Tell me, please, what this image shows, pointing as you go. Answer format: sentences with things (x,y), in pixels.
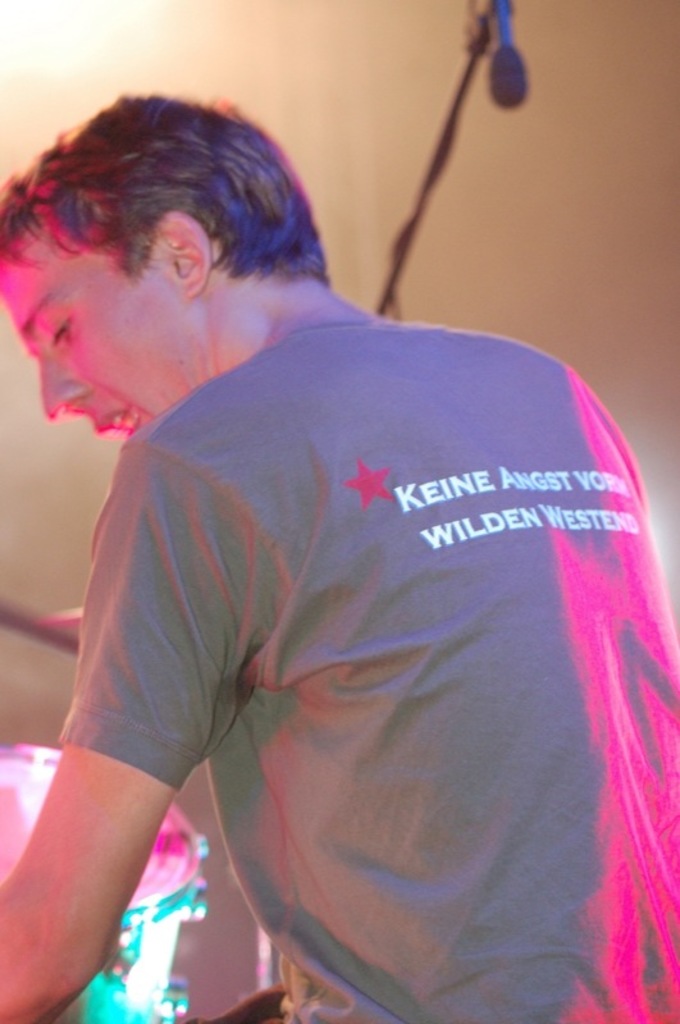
In this image we can see a person (318,771). On the left (152,909) there is a drum (162,925). In the background (393,265) there is a wire (391,283) and we can see an object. There is a wall (494,256).
